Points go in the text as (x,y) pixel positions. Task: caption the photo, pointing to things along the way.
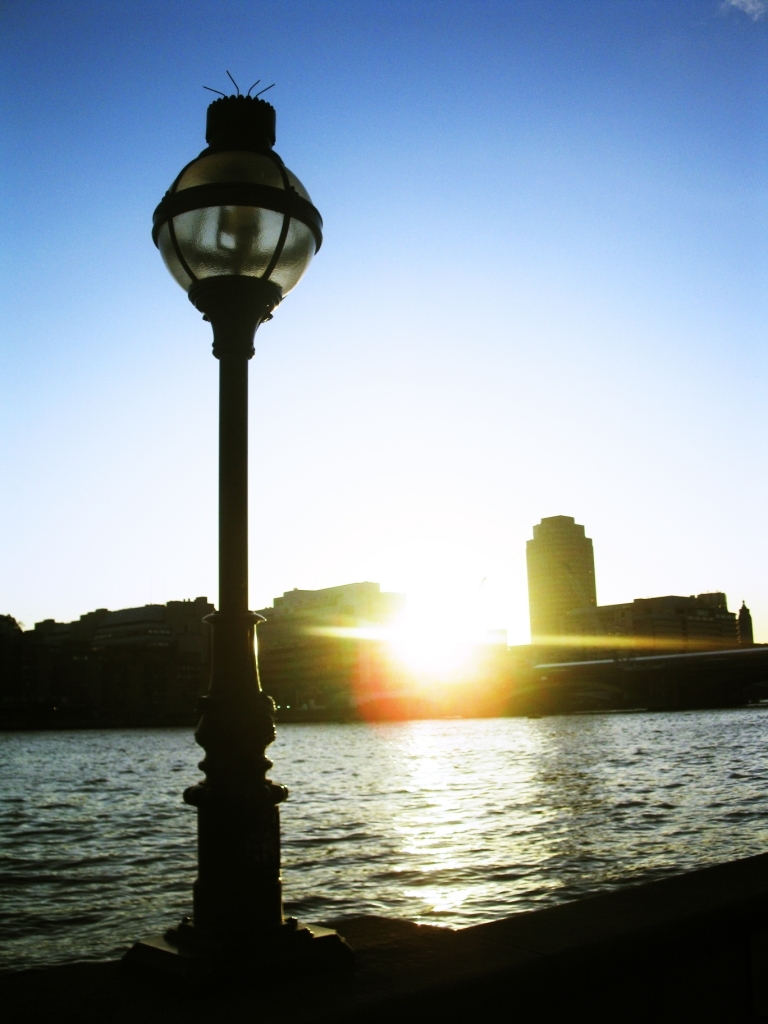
In this image, I can see water (404,804), light pole (245,677) and buildings (142,657). In the background (593,326), there is the sky (550,79).
